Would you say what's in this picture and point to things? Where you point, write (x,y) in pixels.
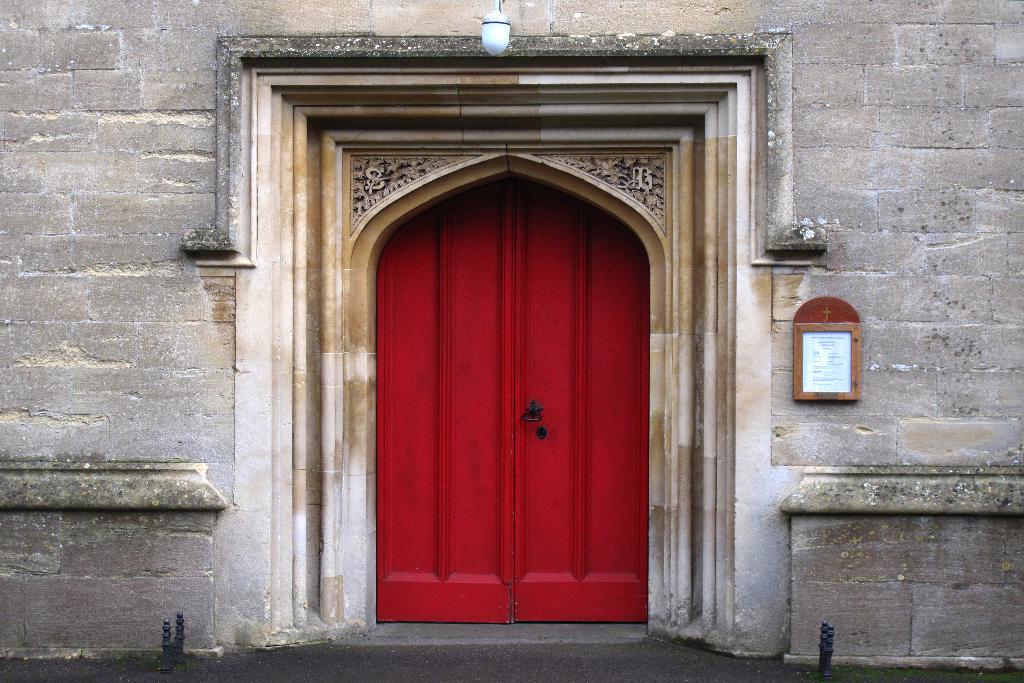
In this picture we can see door (480,376), board (860,355) attached to the wall (746,56), poles (830,639) and road (650,668).
